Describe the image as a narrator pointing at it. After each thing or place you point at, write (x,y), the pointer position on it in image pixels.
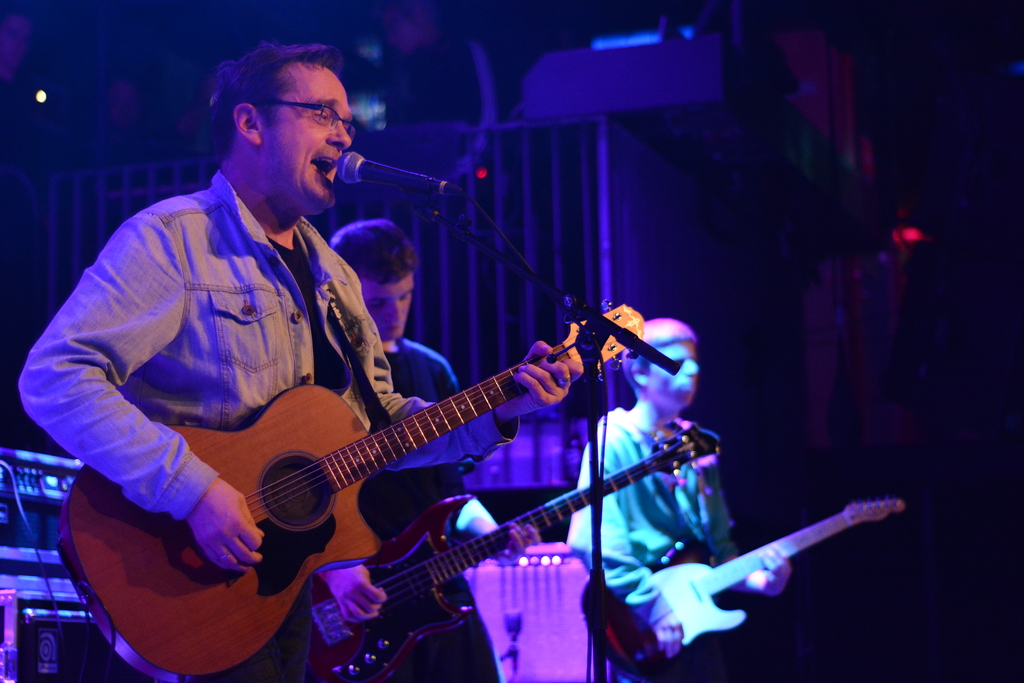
In this picture we can see three men (326,247) standing in front of a mike (376,168) singing and playing guitars (160,521) and the background (33,139) is very dark.
